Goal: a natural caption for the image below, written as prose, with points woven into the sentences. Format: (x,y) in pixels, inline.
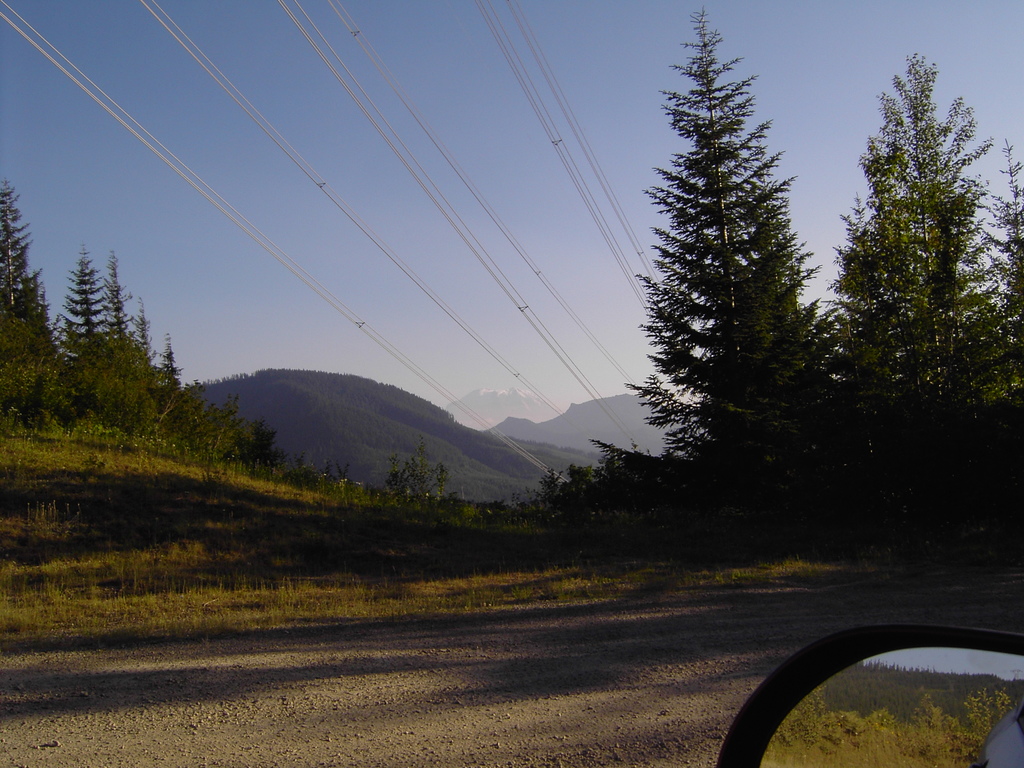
In this image there are trees (89,311). At the bottom (1002,697) we can see a mirror (987,683) of a car (872,726). In the background (441,420) there are hills (462,412), wires (445,217) and sky (167,236).
